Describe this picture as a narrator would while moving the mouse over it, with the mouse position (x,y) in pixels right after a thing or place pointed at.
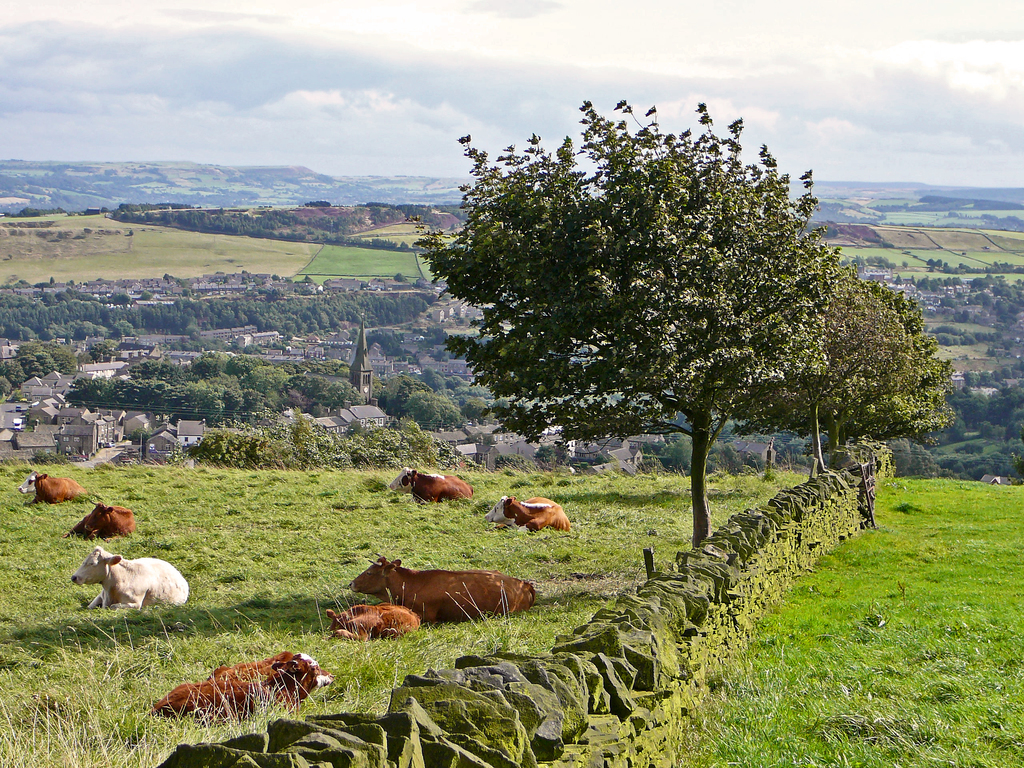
In this image, I can see a herd of cattle (124,526) sitting on the grass (212,498). This looks like a wall (804,488), which is built with the rocks (605,660). These are the trees (646,424). I can see the view of the city (0,422) with the houses (66,411) and buildings (355,289). I think these are the fields (321,273). This is the sky (454,80).
